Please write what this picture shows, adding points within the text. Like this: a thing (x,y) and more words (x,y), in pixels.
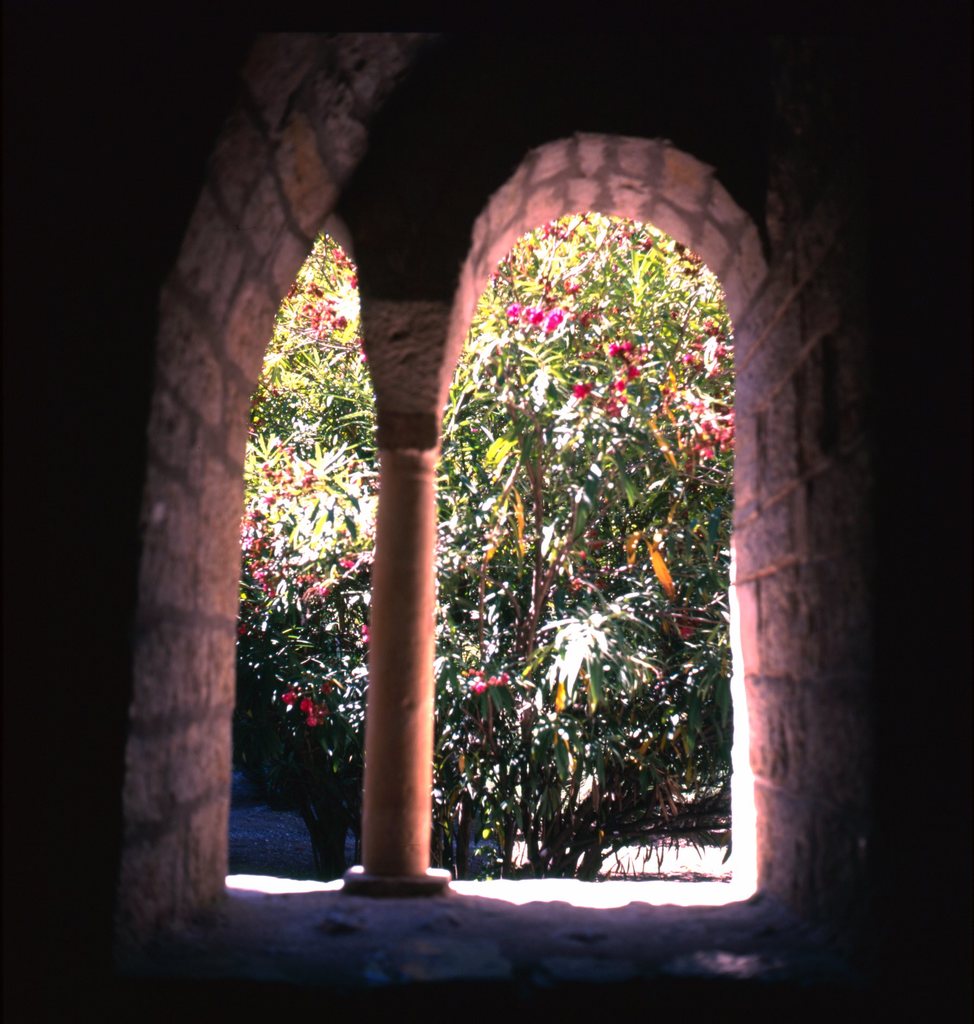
In this image we can see stone wall (448,1021), pillar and in the background of the image (505,413) there are some trees (524,445) and flowers (311,313) which are grown to the trees (494,434) are in pink color.
